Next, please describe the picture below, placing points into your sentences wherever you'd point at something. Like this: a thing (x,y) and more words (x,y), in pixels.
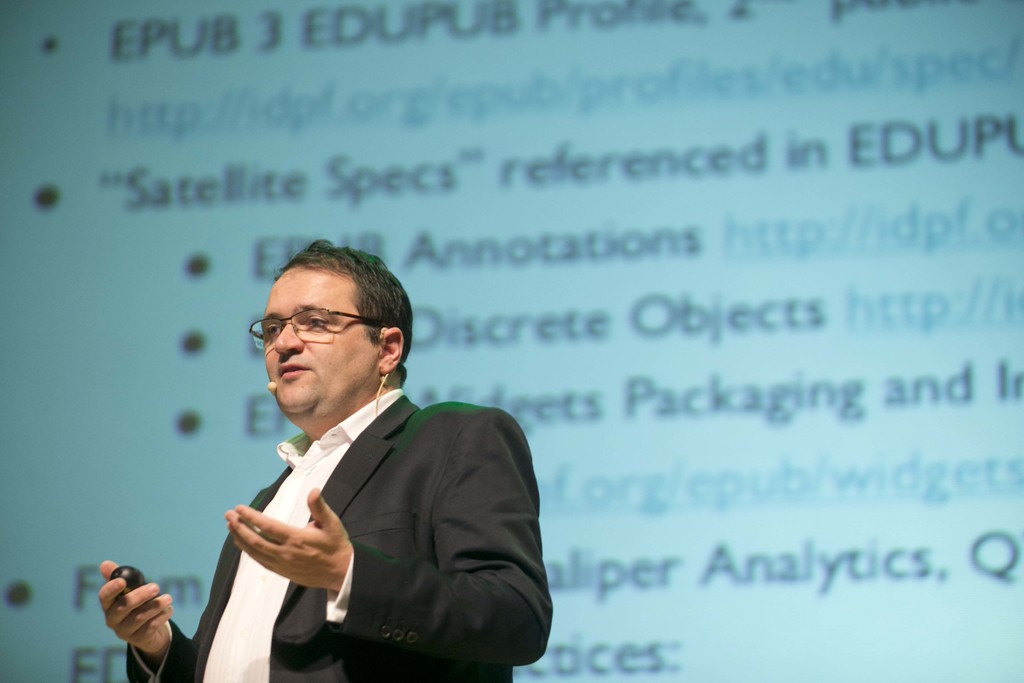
This is the man (370,512) standing. He wore a shirt (292,486), suit (401,496) and spectacles (315,327). He is holding an object (136,573) in his hand (159,602). In the background (216,167), that looks like a screen (773,364) with the display (784,425).
